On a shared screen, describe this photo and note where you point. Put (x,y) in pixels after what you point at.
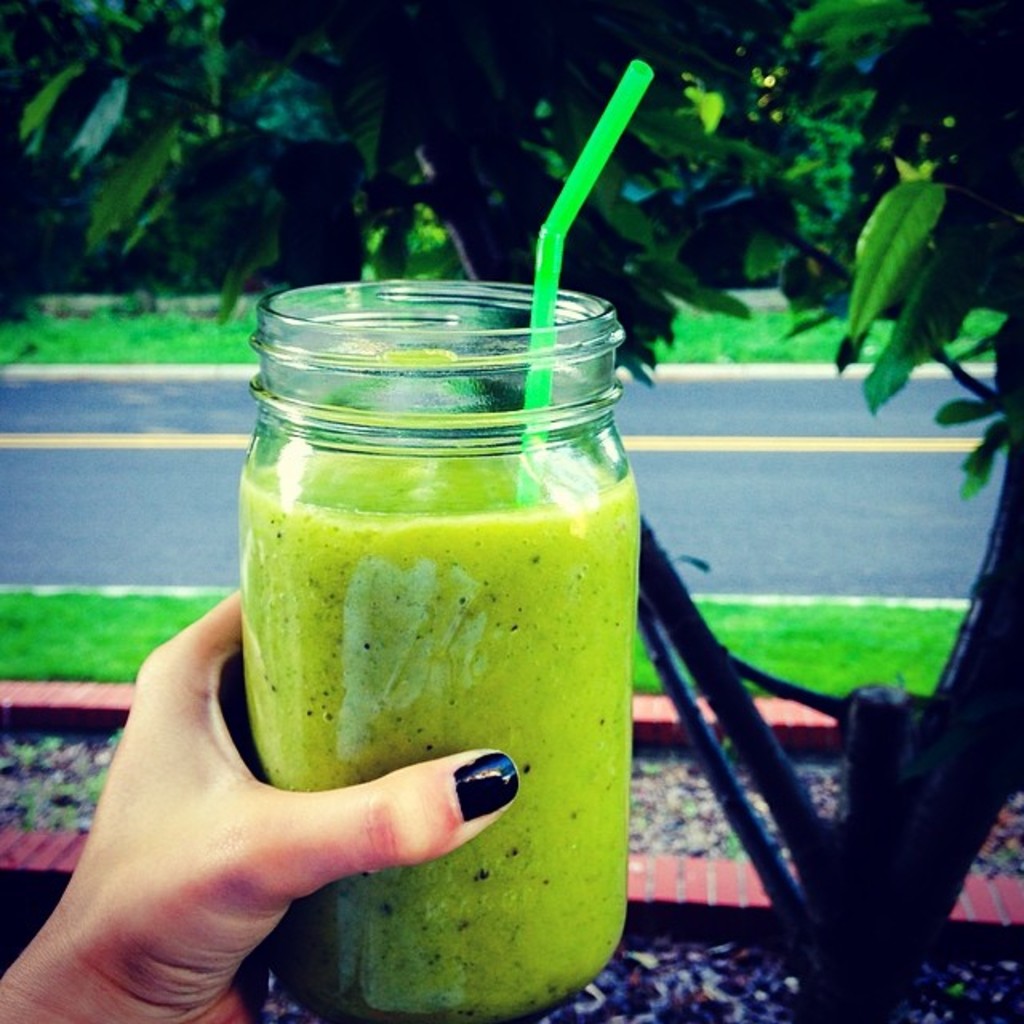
In the image we can see there is a person (212,808) holding juice jar (450,658) and there is a straw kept in the jar (474,679). There is a tree (672,668) and there is ground (835,664) covered with grass (815,605). Behind there is a road (756,445).
